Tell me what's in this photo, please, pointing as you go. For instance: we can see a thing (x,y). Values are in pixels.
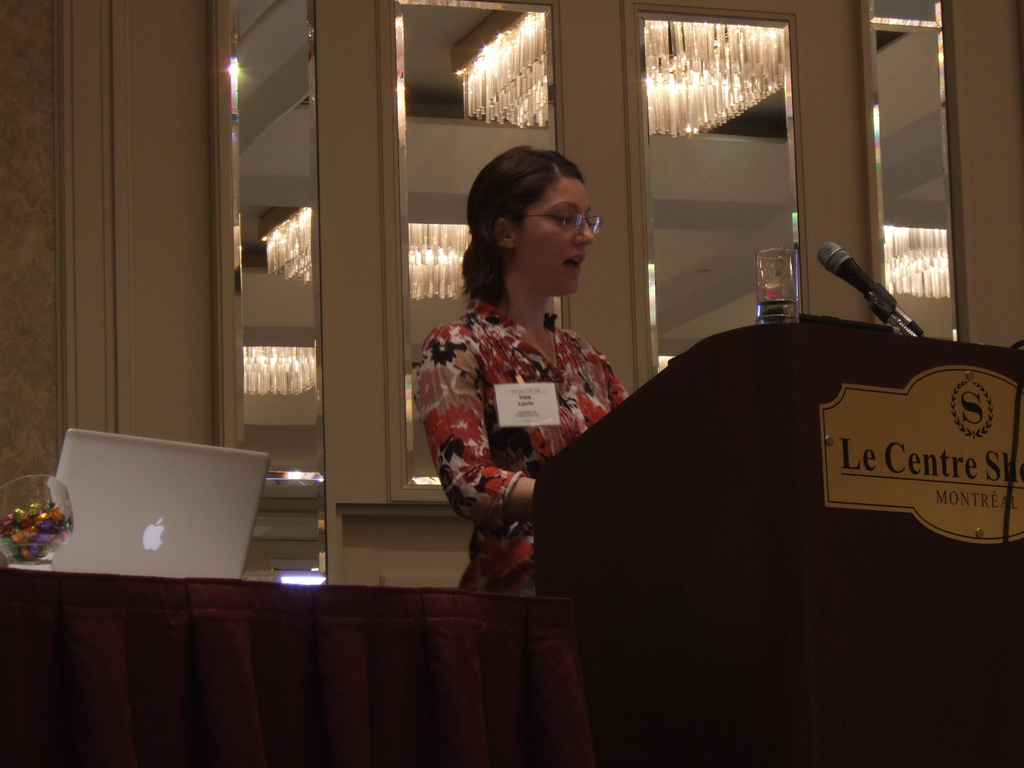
In this image a woman (572,376) is standing beside a podium (733,459) having a mike (894,306) on it. She is wearing spectacles (576,215). Beside her there is a table (117,586) having a laptop (132,542) and a bowl (35,559) of chocolates (18,520) on it. Behind her there is window (661,285) from which few lights (456,266) attached to the roof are visible.
